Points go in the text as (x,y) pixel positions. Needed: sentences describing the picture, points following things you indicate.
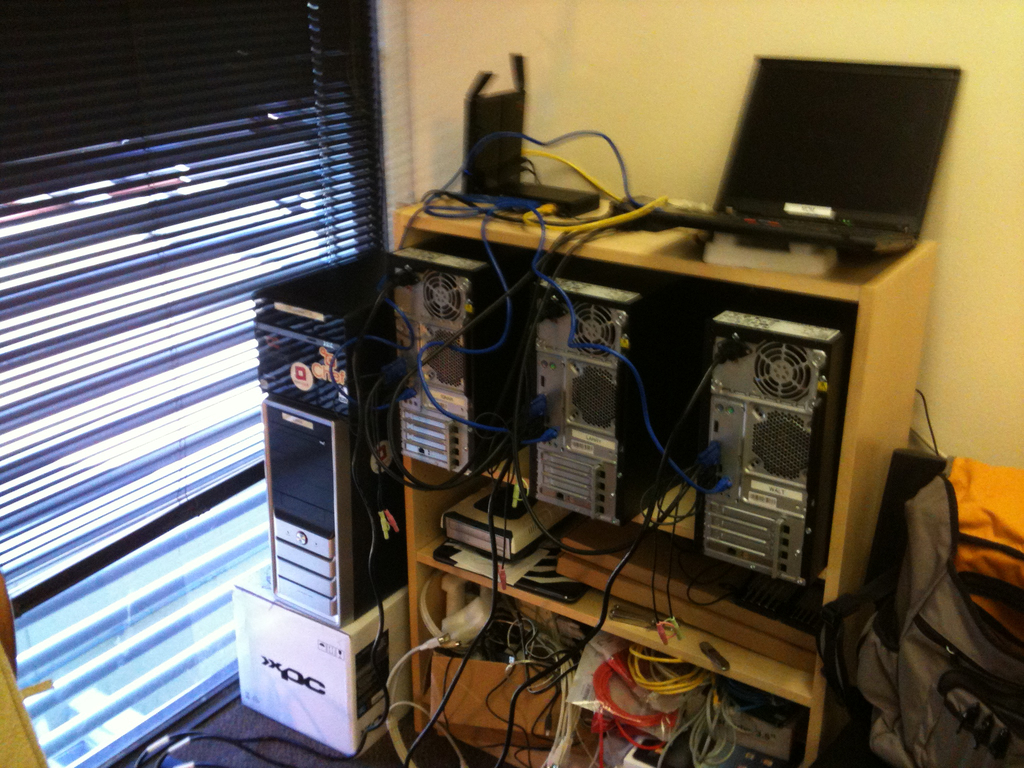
In this image there is a stand (875,365) and we can see some equipment (722,426) placed in the stand (660,649). There is a laptop (820,167) placed on the stand (446,495) and we can see wires (420,355). On the right (965,498) there is a bag (950,621). In the background (609,86) there is a wall (569,56) and we can see blinds (103,269).
